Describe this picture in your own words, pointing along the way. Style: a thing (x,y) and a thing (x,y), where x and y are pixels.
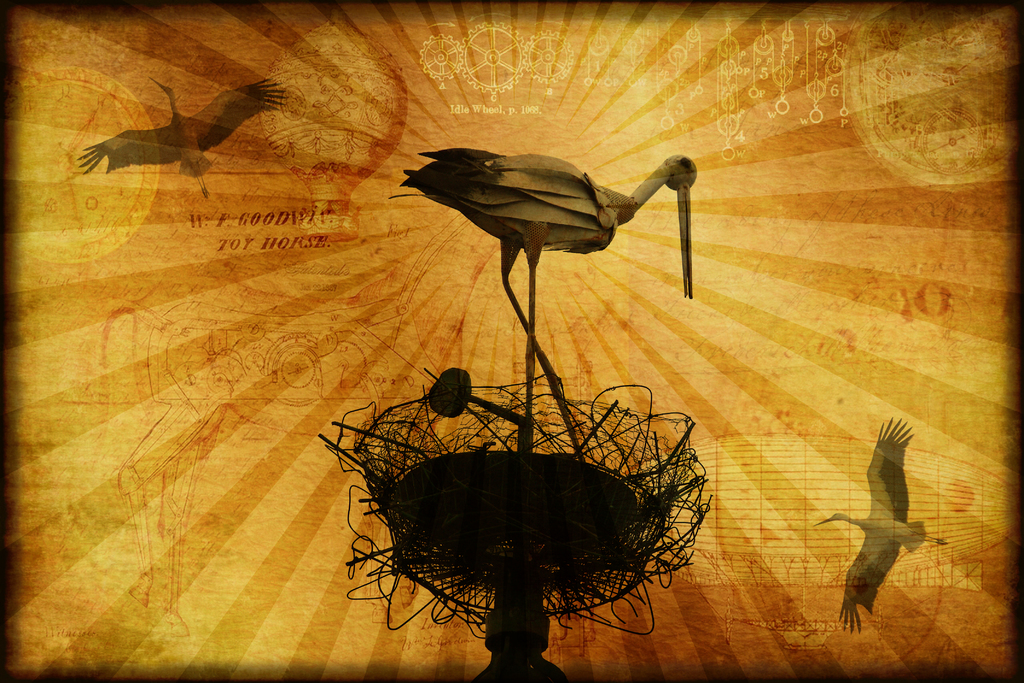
In this image we can see a poster (457,371), on that there are three birds images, and there is a stand (536,492), also we can see some texts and other images (453,236) on that.
